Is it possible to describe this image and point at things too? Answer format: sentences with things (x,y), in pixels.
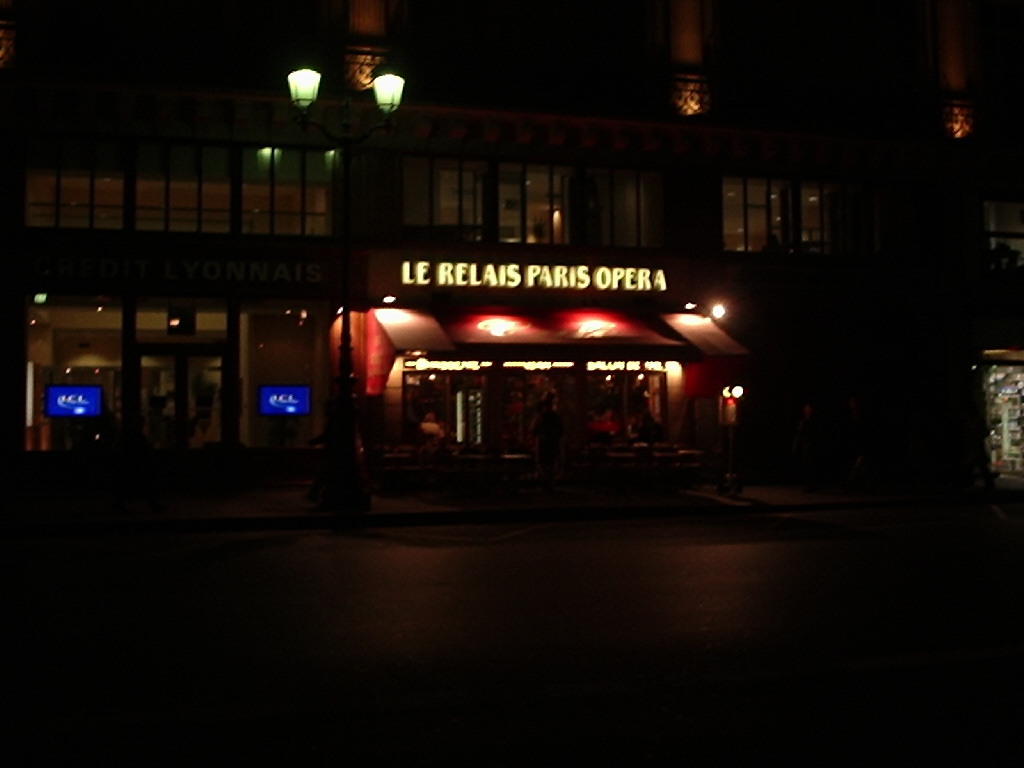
This picture shows a building (885,379) and we see couple of televisions (77,416) from the glass (166,391) and we see a man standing we see lights (395,100) to the building (678,315) and a name board (644,272) with lights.
